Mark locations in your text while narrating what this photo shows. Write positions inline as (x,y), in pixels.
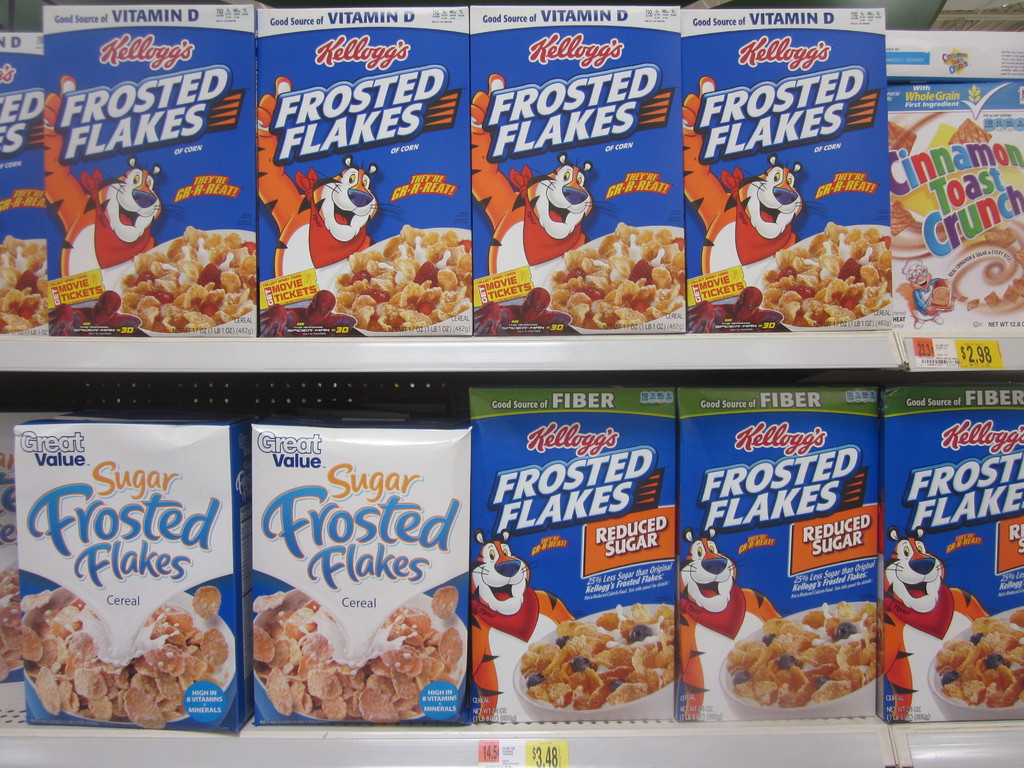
In this image in the front (616,324) there are boxes (657,316) with some text (300,103) and images (575,231) on it.
